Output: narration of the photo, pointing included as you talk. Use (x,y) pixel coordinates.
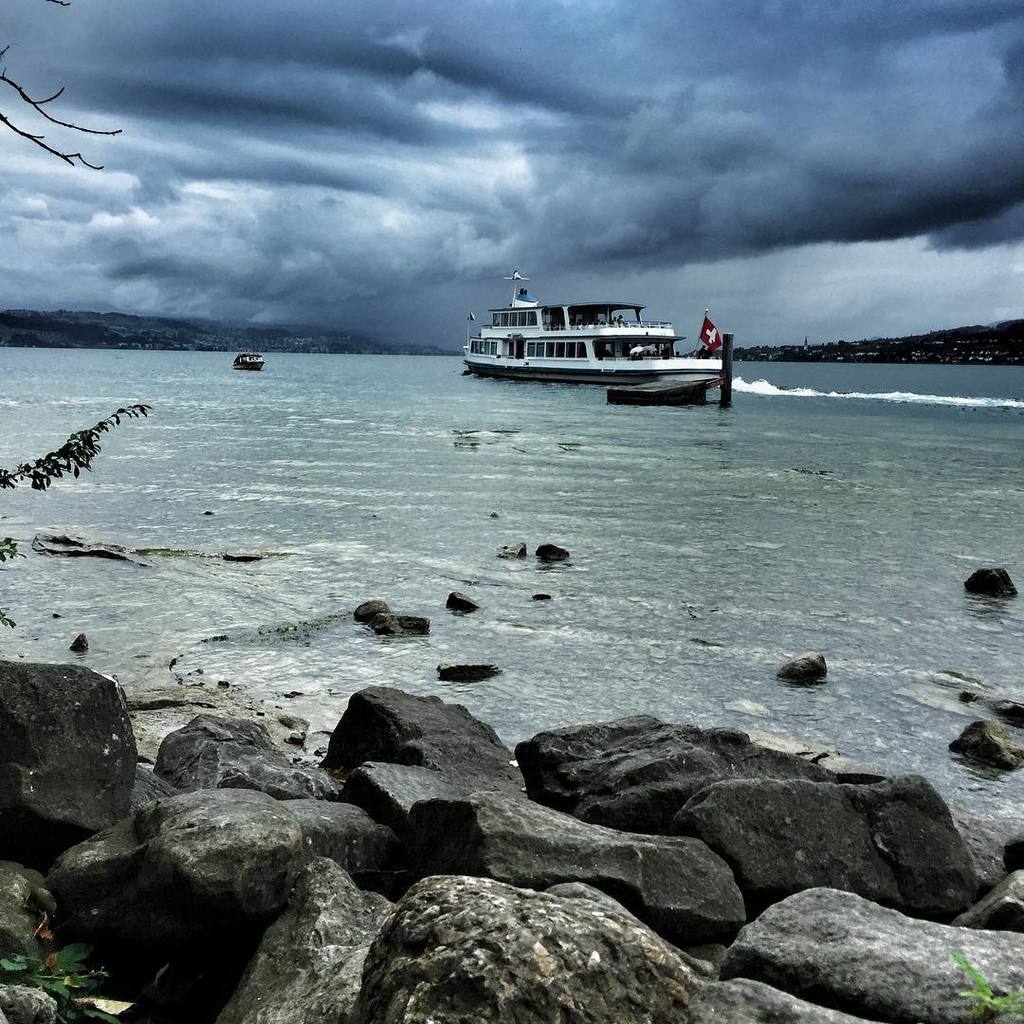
In this image we can see some ships (511,360) in a large water body (587,510). We can also see the flag (705,341) on a ship (702,360), some branches (102,425) of a tree (91,433), some stones (524,769), the hills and the sky (637,219) which looks cloudy.
